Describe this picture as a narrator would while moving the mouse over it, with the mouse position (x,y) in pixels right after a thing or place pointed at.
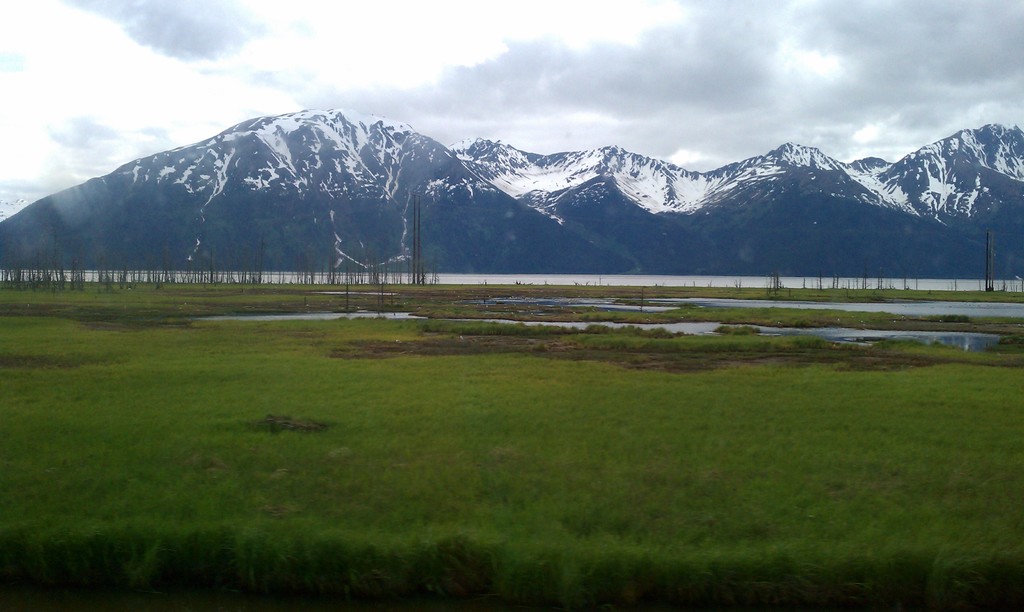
In this image I can see mountains (902,235). I can see the water surface (821,281). I can see some grass (416,433) on the ground (416,433). At the top (901,2) I can see clouds (600,58) in the sky (660,77).
